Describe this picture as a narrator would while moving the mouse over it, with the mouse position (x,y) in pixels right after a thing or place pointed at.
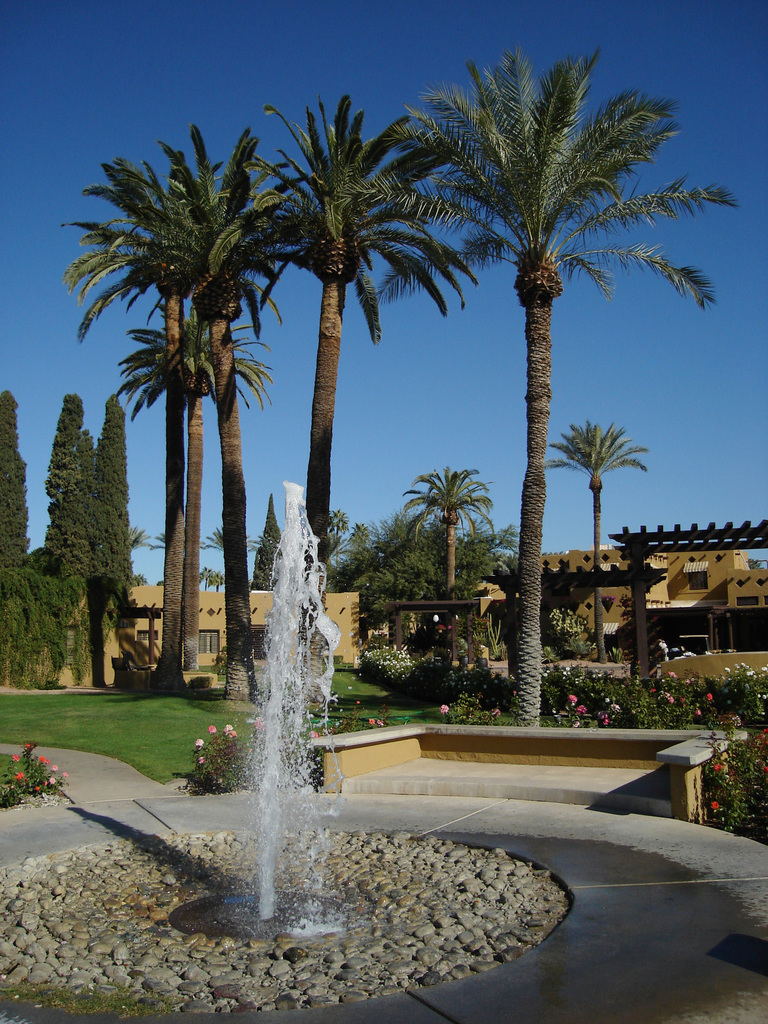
In this picture I can see a fountain (324,857), stones (385,871) and the path (71,801) in front (71,819) and in the middle of this picture (480,637) I see number of plants (418,680) on which there are flowers (229,725) and I see the grass (194,695) and number of trees (347,567). In the background (622,558) I see the buildings (704,555) and the sky (474,351).
